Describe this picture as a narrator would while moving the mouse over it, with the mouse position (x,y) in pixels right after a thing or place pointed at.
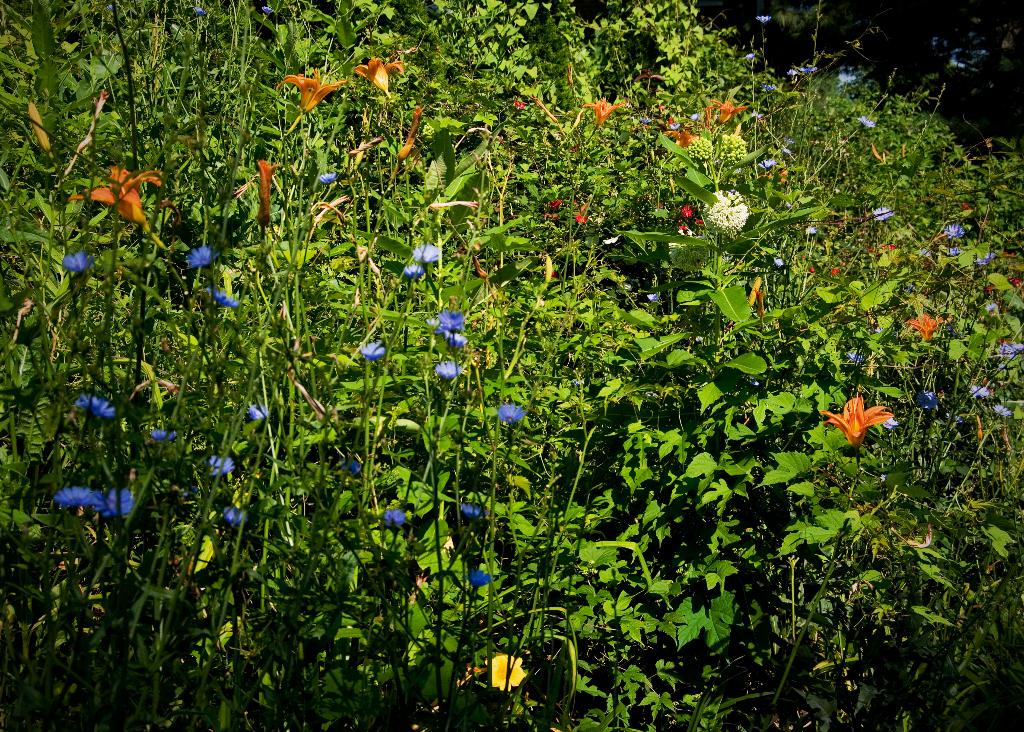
In the image we can see some plants (152,446) and flowers (365,73).
